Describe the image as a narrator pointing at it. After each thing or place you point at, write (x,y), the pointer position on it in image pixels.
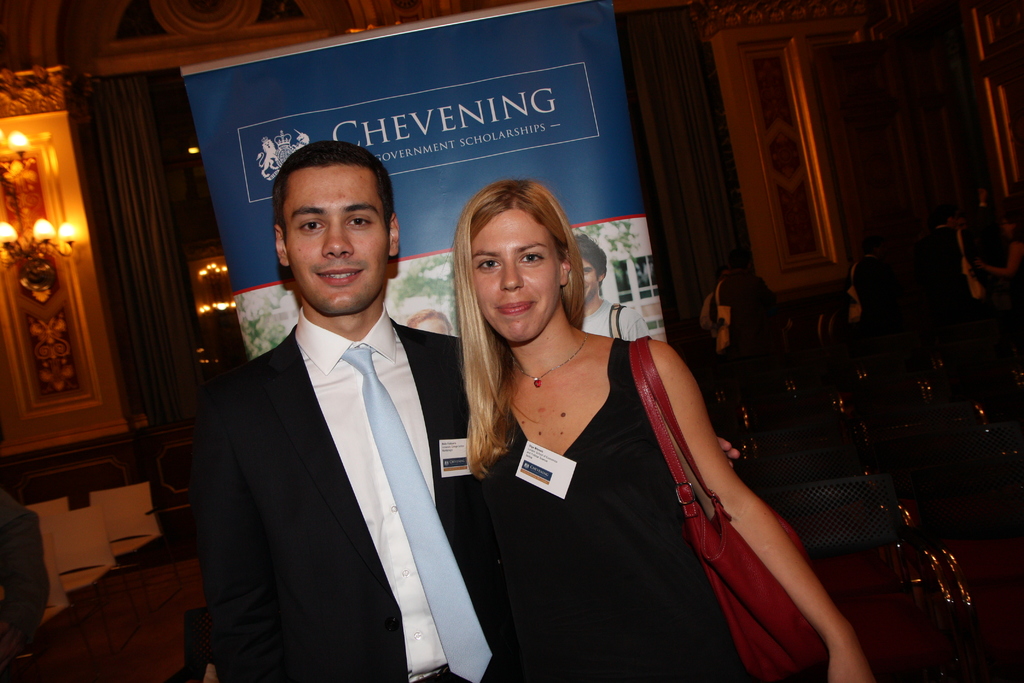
In the image we can see a man (401,463) and a woman (523,399) standing, wearing clothes (429,357) and they are smiling. The woman (463,357) is wearing a neck chain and she is carrying a bag (724,559). Behind them, we can see the poster (468,114), in the poster (503,137) we can see some pictures (600,271) and the text (424,122). Here we can see lights (39,261), curtains (131,217), floor (140,585) and the background (147,215) is slightly dark.
